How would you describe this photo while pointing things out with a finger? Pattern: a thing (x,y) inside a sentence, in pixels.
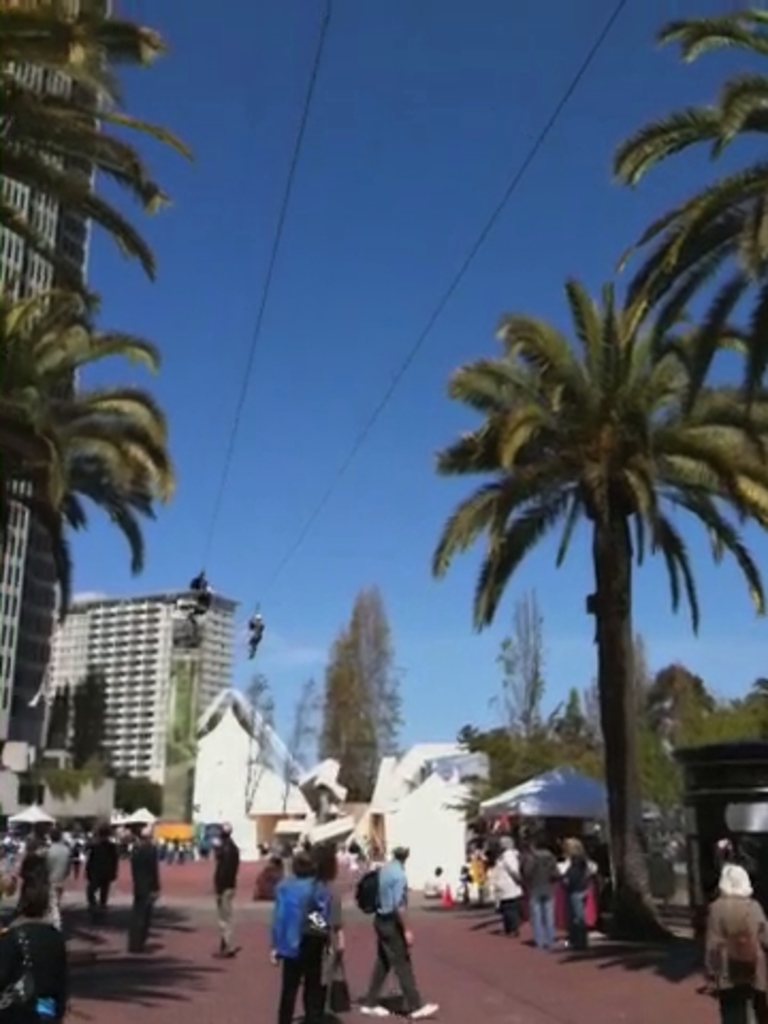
In the image there are many people (328,853) walking on the road (475,968) with trees (83,291) and building (125,653) on either of it and above its sky (282,148).
